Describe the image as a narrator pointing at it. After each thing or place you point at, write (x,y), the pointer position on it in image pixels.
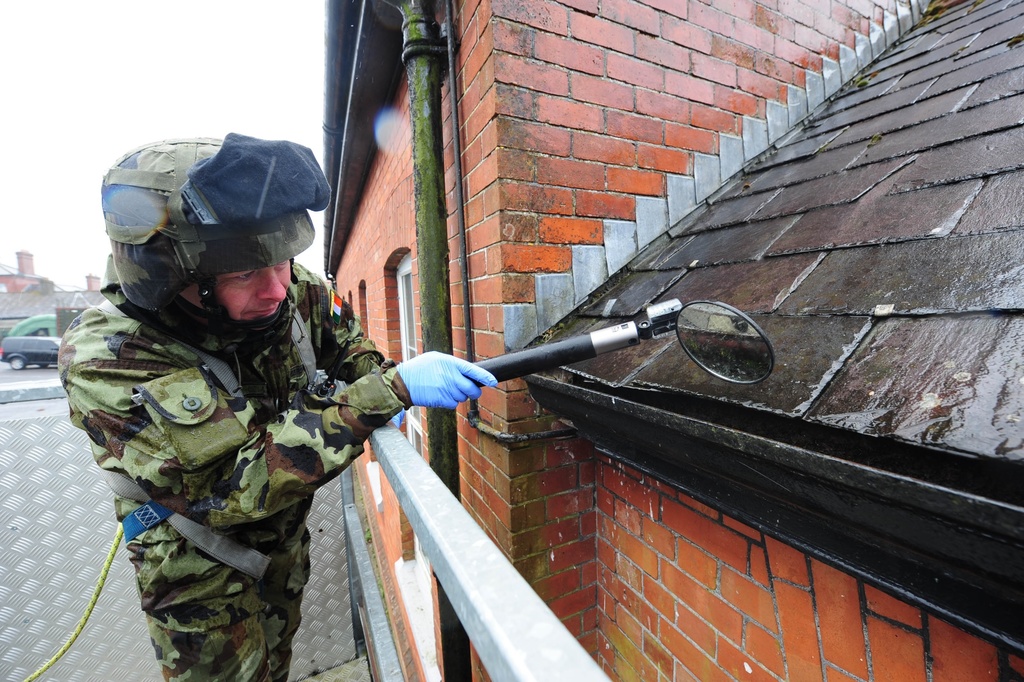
This image consists of a house (505,119). There is a person (101,436) on the left side (267,578). He is doing something. He is wearing a helmet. There is a car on the left side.
